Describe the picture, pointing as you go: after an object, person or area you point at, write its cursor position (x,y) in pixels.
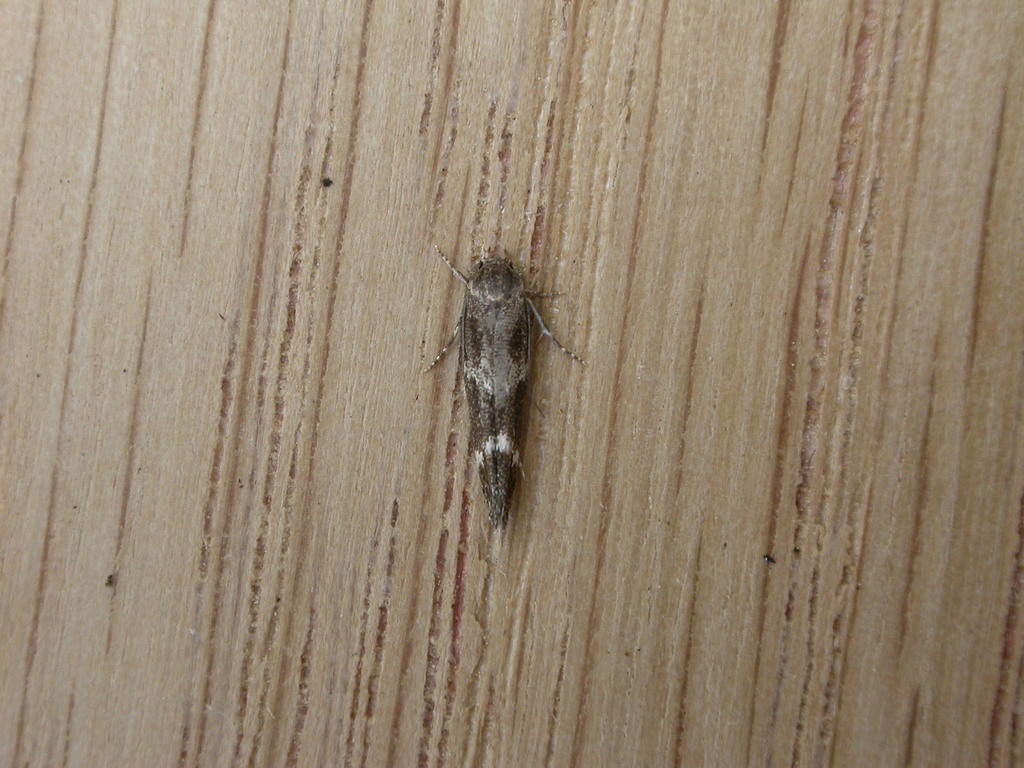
In this image I can see an insect (485,392) on the cream color surface (673,369) and the insect (472,345) is in gray color.
